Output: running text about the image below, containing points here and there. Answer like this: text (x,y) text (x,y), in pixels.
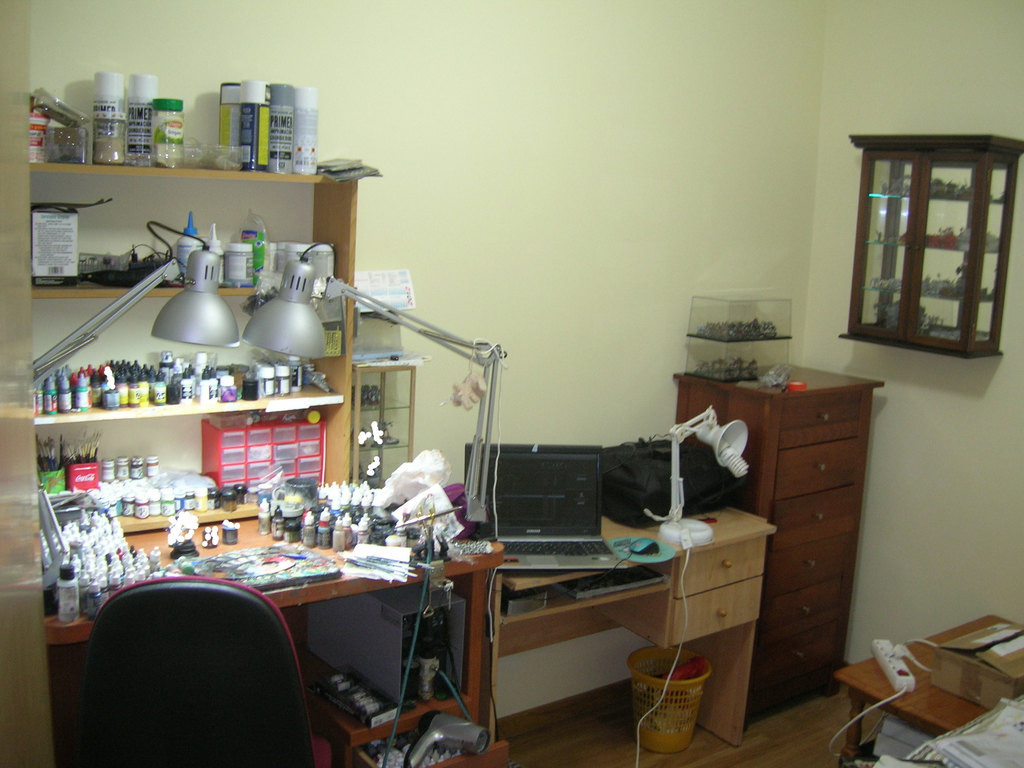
In this picture we can see on the floor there is a desk (678,627), tables (868,702), chair (192,719), drawers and a dustbin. On the desk (575,611) there is a laptop (557,520), mouse (650,553), bag (632,499) and some objects (632,554). On the tables (916,697) there is a extension box (884,668), cardboard box (960,670), lights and some objects (329,543). In and on the shelves (248,516) there are bottles (107,149) and some objects (80,119). Behind the shelves (167,411) there is a wall (846,344) and on the wall (839,355) there is a box (872,240).
